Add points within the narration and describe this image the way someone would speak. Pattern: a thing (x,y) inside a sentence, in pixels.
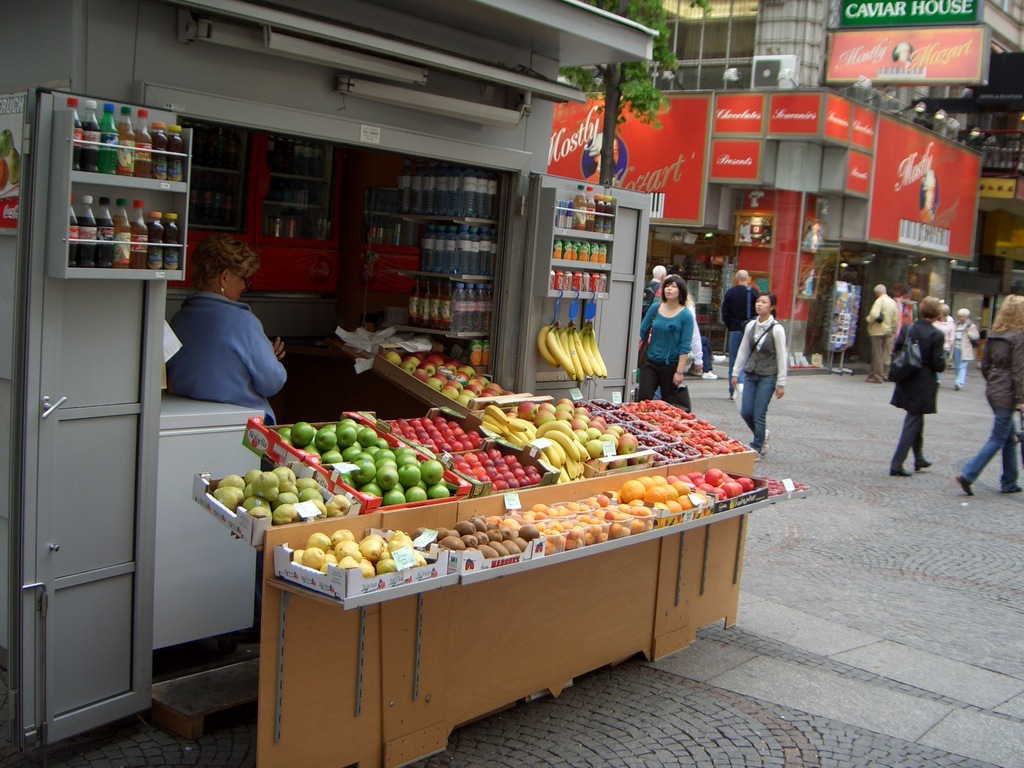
On the left side (276,491), there are fruits (442,430) arranged on the trays (285,557) which are arranged on a stand (388,627). Beside these fruits (428,380), there is a shop (33,157) having bottles (436,314) arranged on the shelves (293,174) and there is a roof (582,44). In this shop (265,79), there is a person (231,340). On the right side (1013,299), there are persons (967,487) on the road (965,563). In the background (1004,23), there are a tree (659,39) and buildings (678,35) which are having hoardings (971,51).
